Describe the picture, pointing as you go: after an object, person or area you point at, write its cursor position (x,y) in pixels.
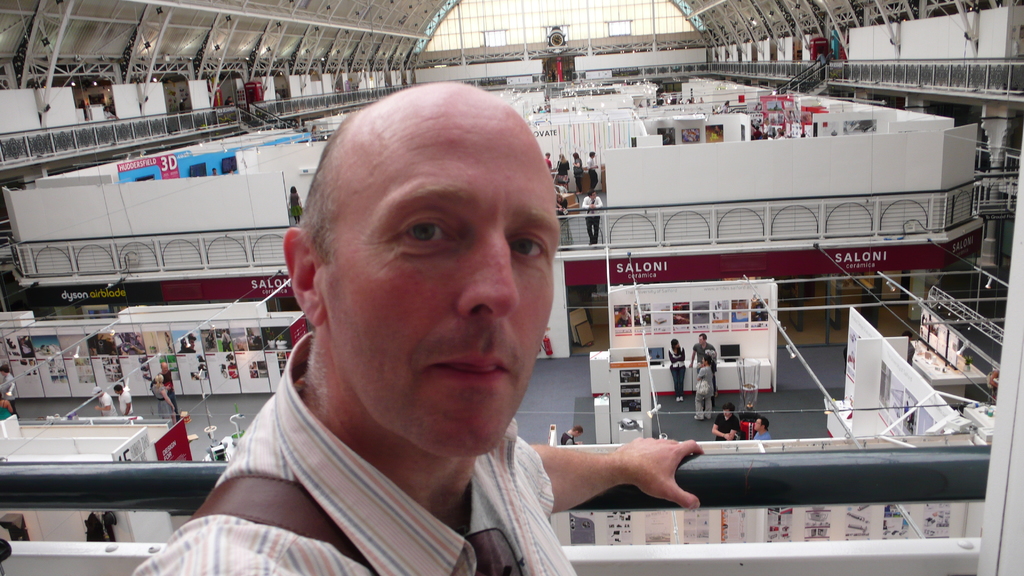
In this picture I can see a person (410,451), behind I can see inside of the building (1016,393), few people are standing and also there are some stalls (644,423).
